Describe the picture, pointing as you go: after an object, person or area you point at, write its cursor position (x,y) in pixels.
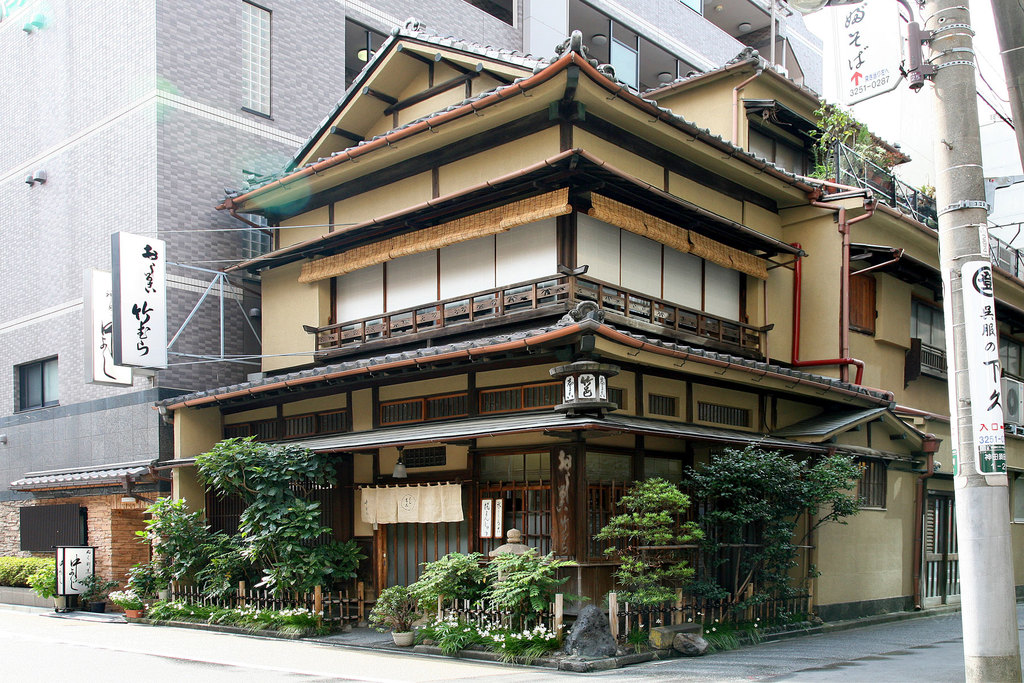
This image is clicked in a street (166,670), there are buildings (352,301) in the back (195,286) with plants (261,490) in front of it. there is an electric pole (944,153) on the right side (998,485).
